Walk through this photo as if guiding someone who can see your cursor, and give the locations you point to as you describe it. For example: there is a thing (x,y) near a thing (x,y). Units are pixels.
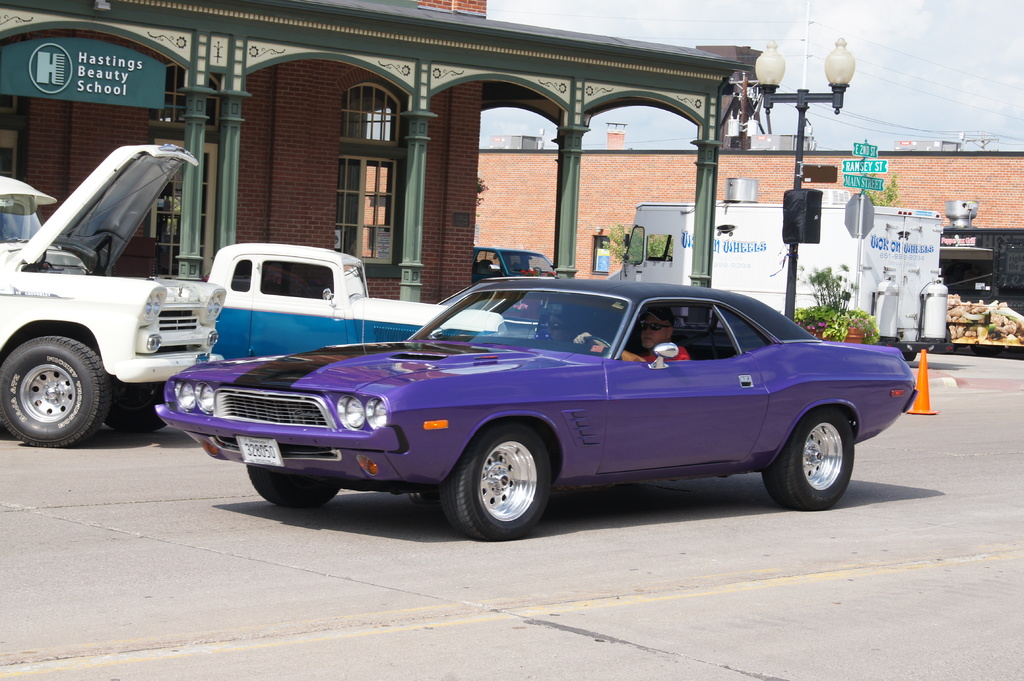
In this picture we can see vehicles (230,318), traffic cone (919,371) on the road (916,418), man (630,351) sitting in a vehicle (667,376), name boards (97,53), plants (838,311), light pole (794,278), wall (845,159), some objects (852,333), building (711,240) with windows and in the background (885,72) we can see the sky (863,58).
